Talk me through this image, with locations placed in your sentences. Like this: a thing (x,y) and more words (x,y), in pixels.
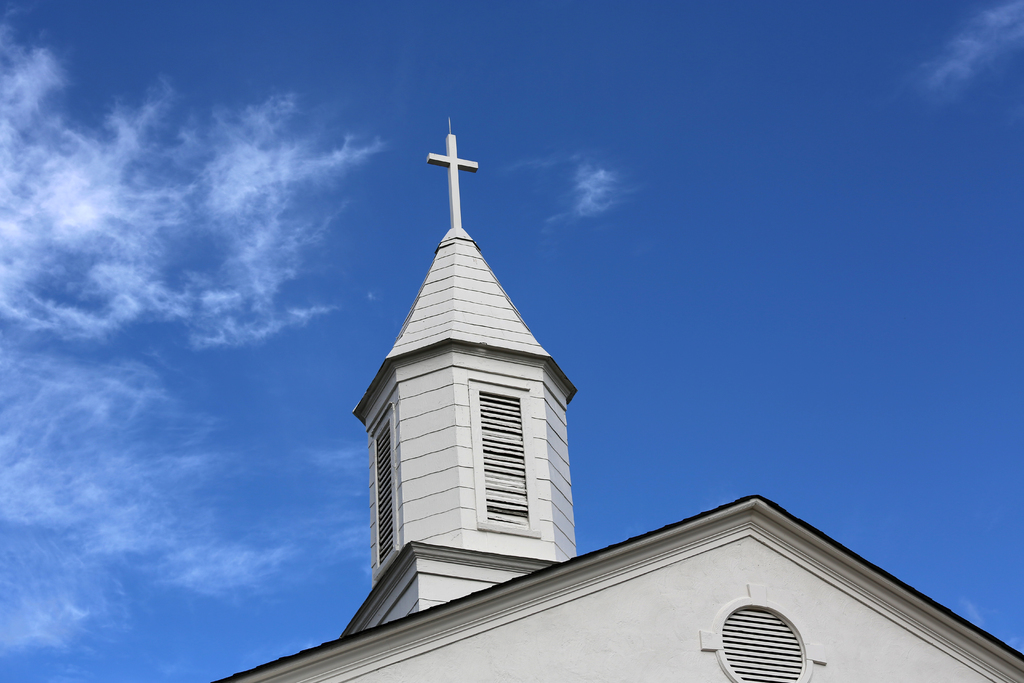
In this picture we can see a building (579,578) in the front (551,603), there is a Christianity symbol (457,188) in the middle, we can see the sky (423,116) in the background (268,77).
